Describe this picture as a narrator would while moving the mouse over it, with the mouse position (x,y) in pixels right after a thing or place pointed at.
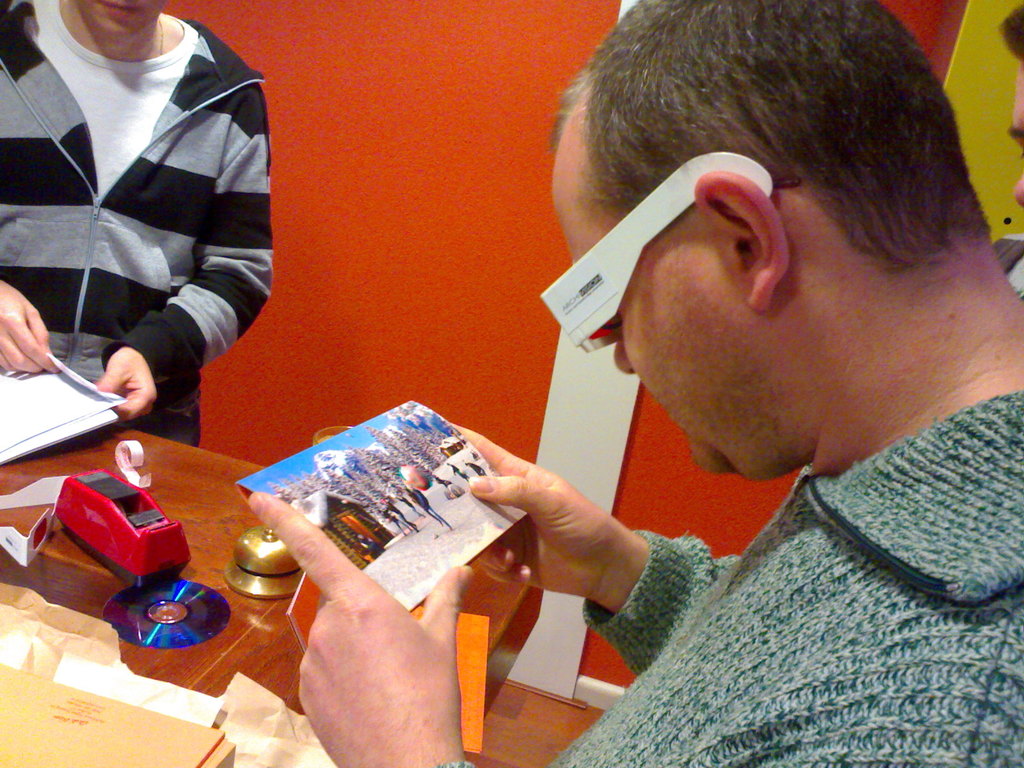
In this image in the foreground (700,409) there is one man (666,653) who is sitting and he is holding a photo (422,497) and watching, and on the left side (136,219) there is another person (112,275) who is standing and he is holding a paper (85,411). At the bottom (228,683) there is a table (89,596), on the table (25,529) there are some books (68,714) papers (237,698) dvd (158,597) and some other objects (242,554). In the background (290,195) there is a wall (530,421).
